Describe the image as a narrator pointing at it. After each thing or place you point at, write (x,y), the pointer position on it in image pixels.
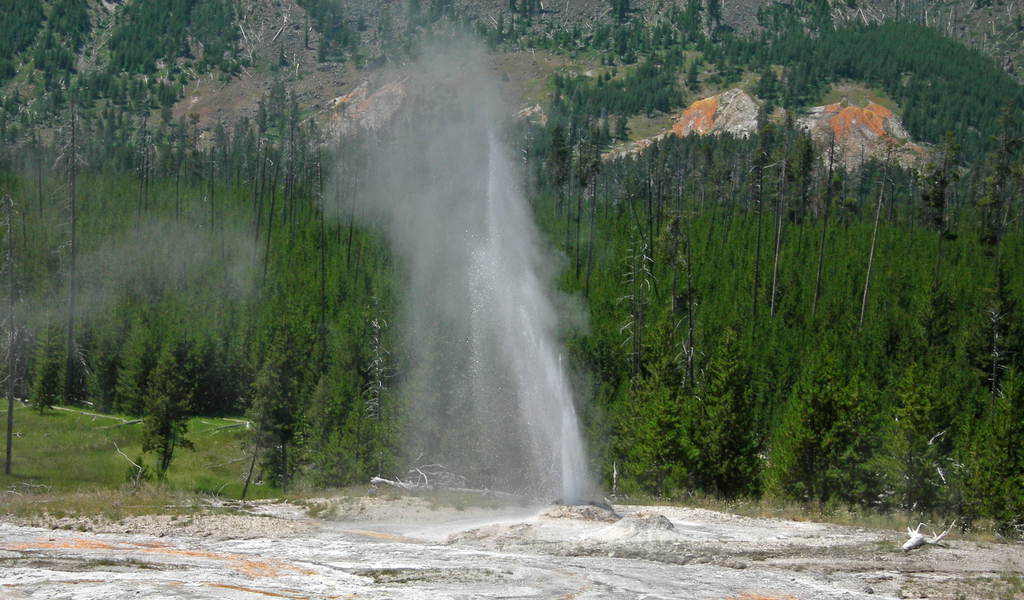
In this image we can see there is a water explosion (528,387). In the background (577,356) there are trees (739,231).
